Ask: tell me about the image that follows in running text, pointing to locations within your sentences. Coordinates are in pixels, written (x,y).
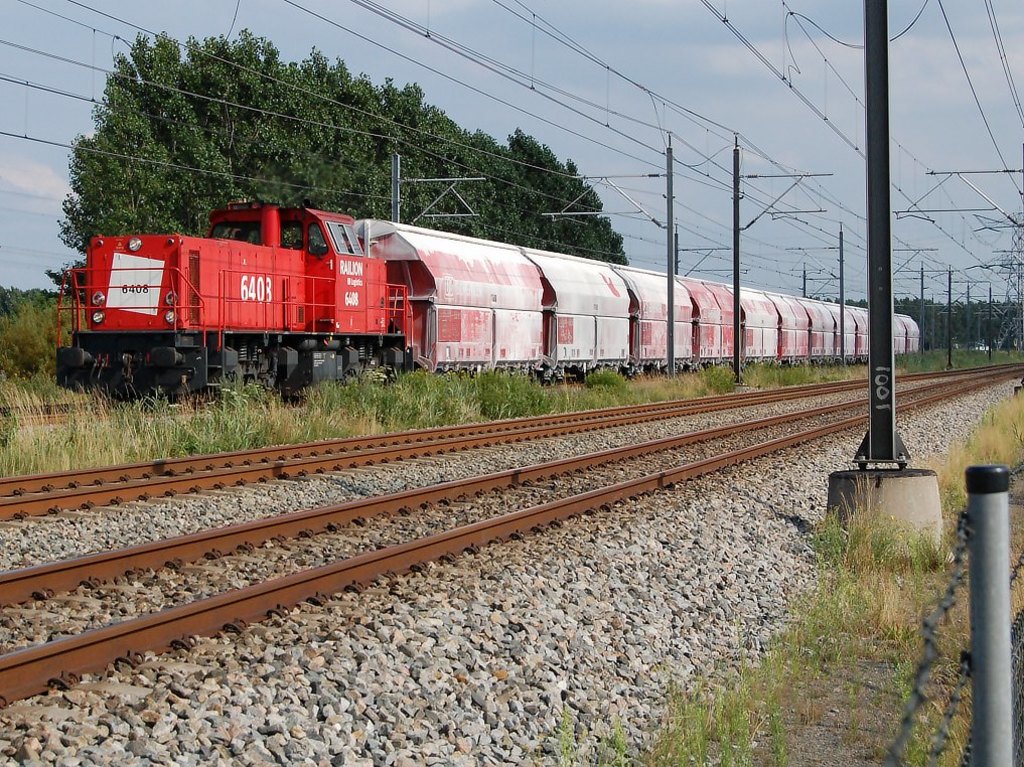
There is a train (330,296) with a number (258,282). Also there are railway tracks (406,437). On the tracks (297,512) there are stones (459,615). There are electric poles (767,210). On the ground (732,522) there is grass (211,395). In the back (311,169) there are trees (268,161) and sky (678,86).
